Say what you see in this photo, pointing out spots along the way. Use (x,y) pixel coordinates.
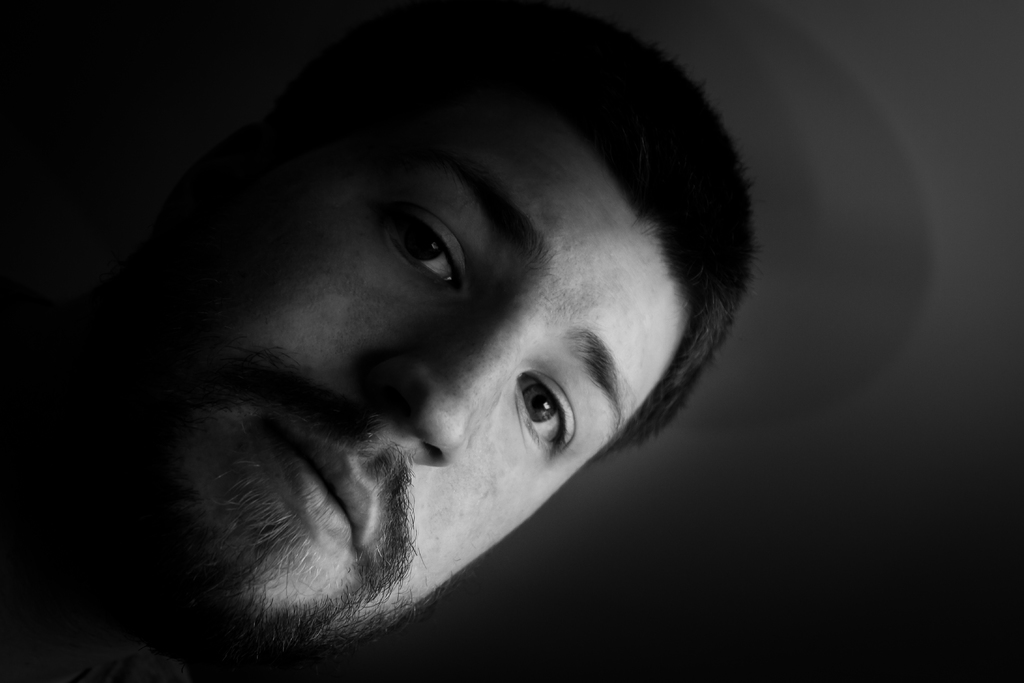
It is a black and white picture. In the center of the image (493,411) we can see one human face (339,489).
